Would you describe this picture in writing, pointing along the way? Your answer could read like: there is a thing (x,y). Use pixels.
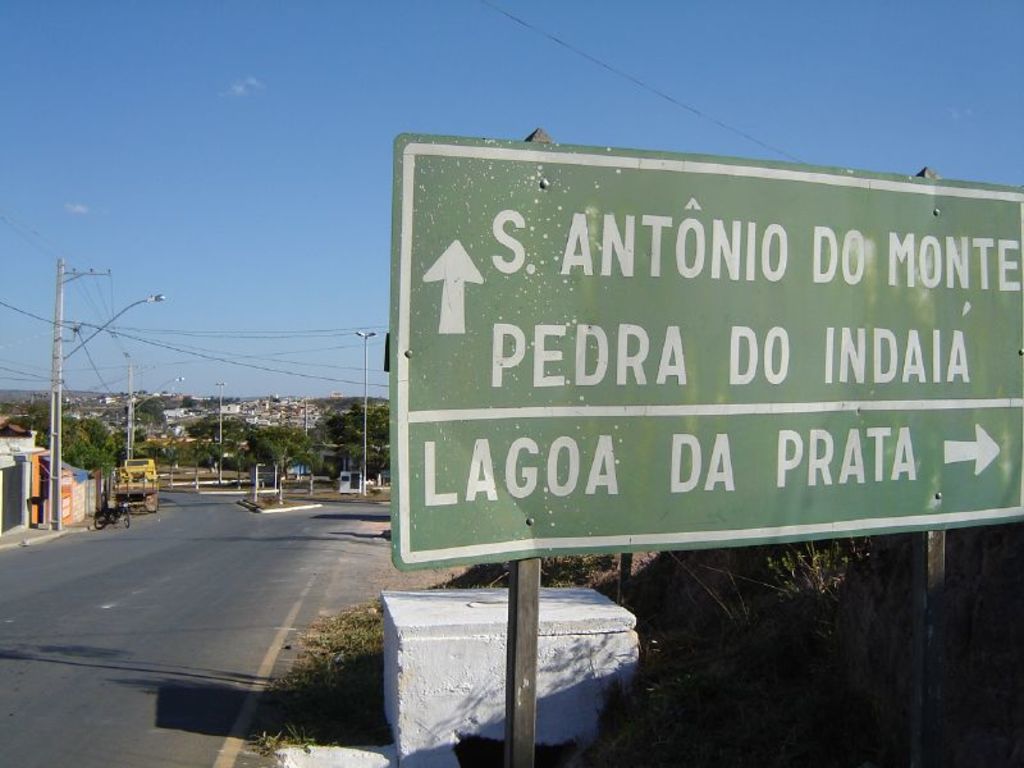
This picture is clicked outside. On the right (833,188) we can see a green color board (517,523) on which we can see the text (638,366) and we can see the metal rods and some other objects (610,681) and we can see the plants (824,595). On the left (31,450) we can see the street lights (148,299) attached to the poles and we can see the cables (216,362) and some vehicles (122,509) and some houses (21,513). In the background (339,173) we can see the sky (248,204), trees (86,454), houses (267,415) and many other objects (230,480).
